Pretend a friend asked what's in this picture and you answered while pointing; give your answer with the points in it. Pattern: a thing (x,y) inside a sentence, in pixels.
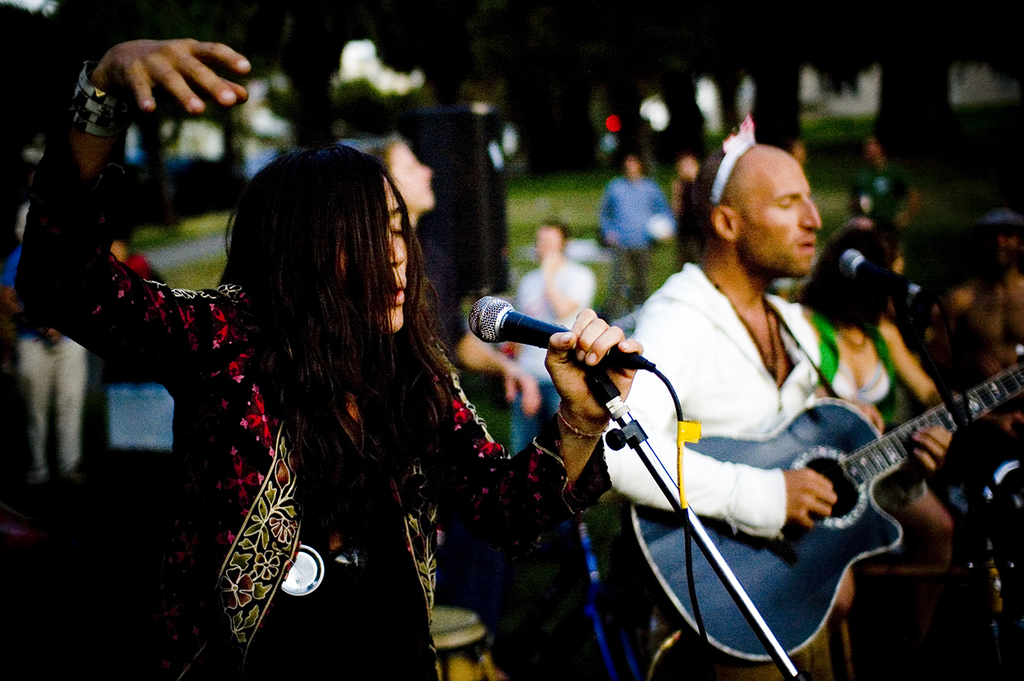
In the image there is a woman (335,427) standing and holding a microphone (526,337) for singing. On right side (788,242) there is a man (787,367) wearing a white color shirt (710,494) holding a guitar (813,533) and playing it in front of a microphone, in background (684,179) we can see few people (1014,322), trees (541,49).
